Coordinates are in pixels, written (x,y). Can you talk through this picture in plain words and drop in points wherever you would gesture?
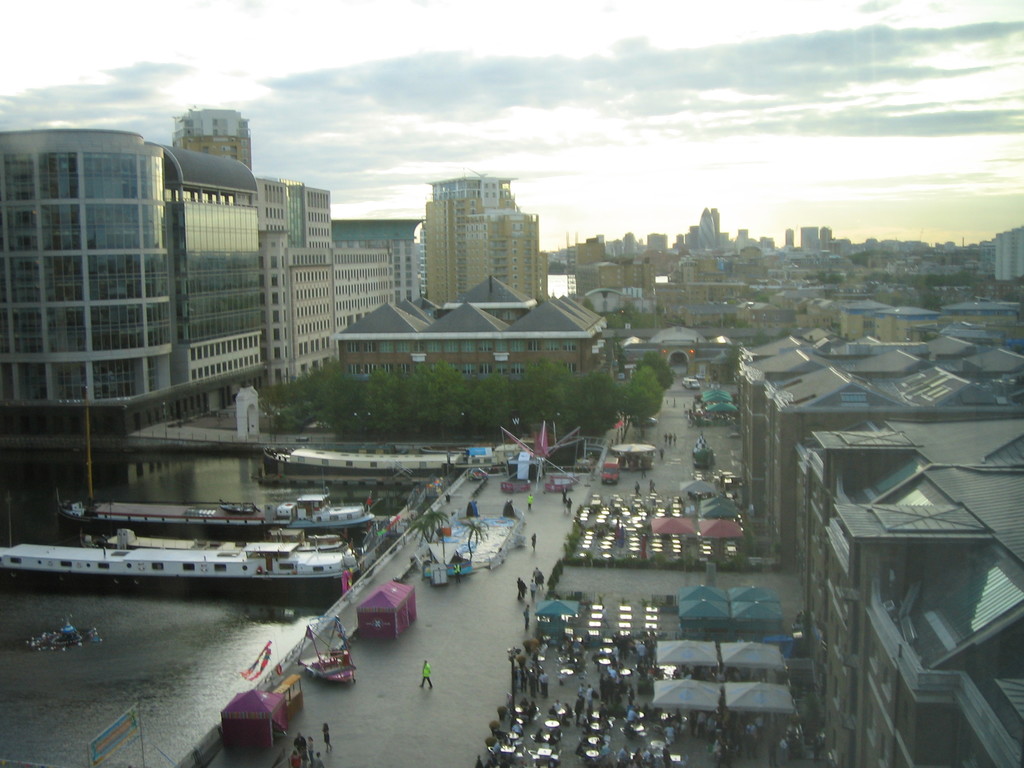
This is a top view of an image where we can see boats (89,517) are floating on the water (300,617), we can see the tents (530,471), buildings (883,464), people (605,747) walking on the road (763,765) and the sky (309,23) with clouds (644,11) in the background (293,52).
